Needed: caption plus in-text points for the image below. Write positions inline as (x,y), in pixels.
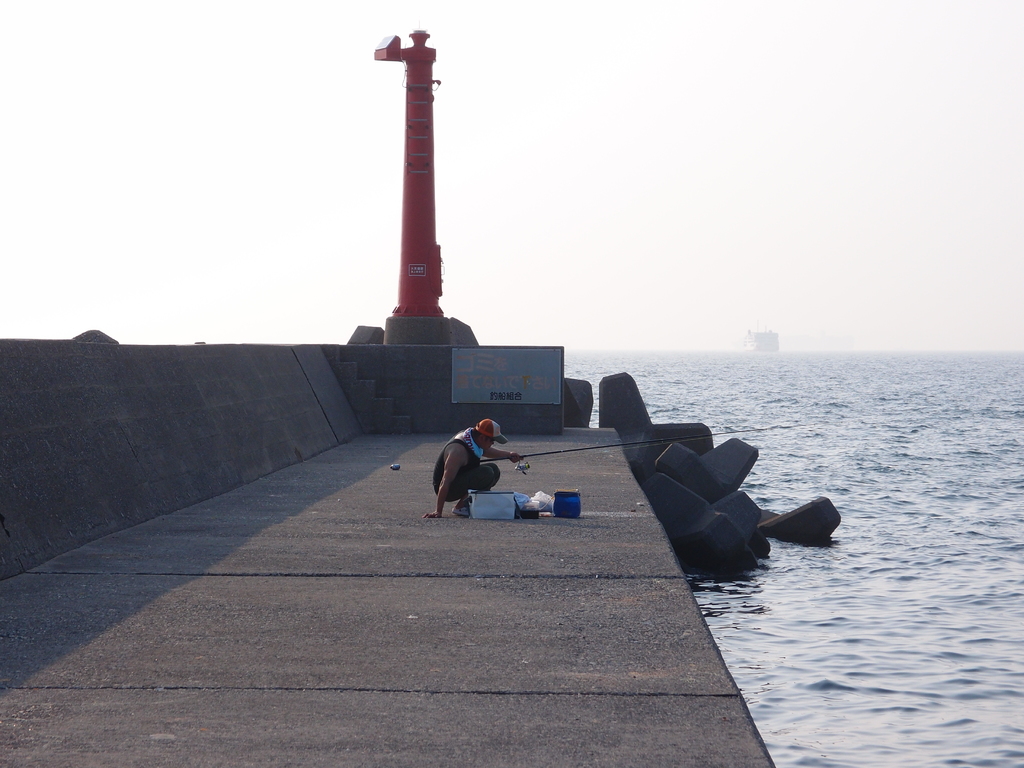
There is one person (491,487) is wearing a cap (485,423) and holding a fish rod (523,467). In front of him there is an ocean (773,462) is present. There is a pole (427,234) at the top of this image (419,244) and there is a sky (463,251) in the background (258,209).
